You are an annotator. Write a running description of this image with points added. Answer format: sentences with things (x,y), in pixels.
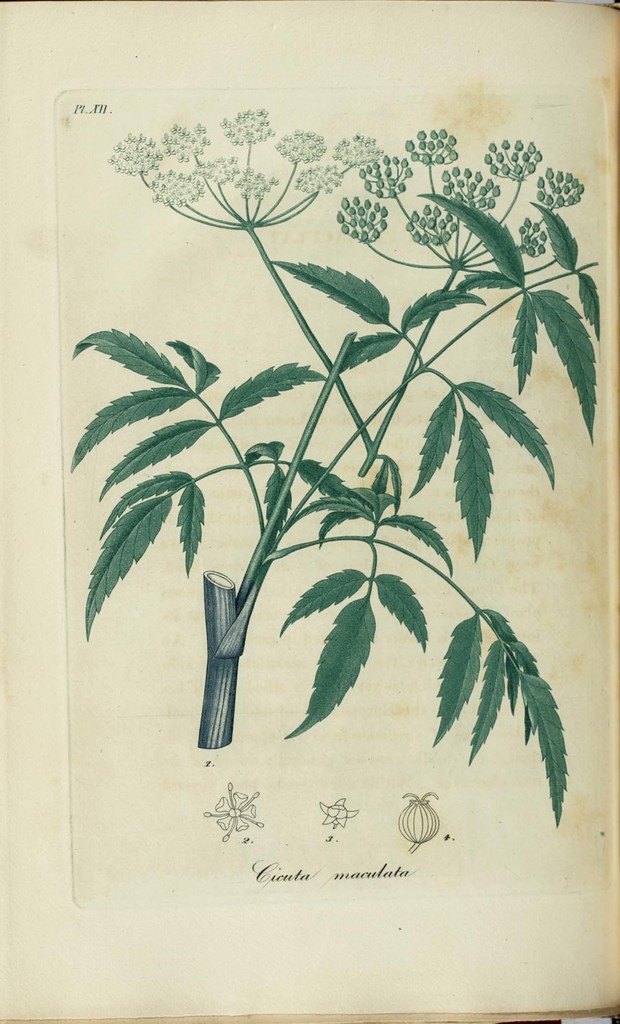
In this image I can see a painting (307,500) of a plant (181,447).
